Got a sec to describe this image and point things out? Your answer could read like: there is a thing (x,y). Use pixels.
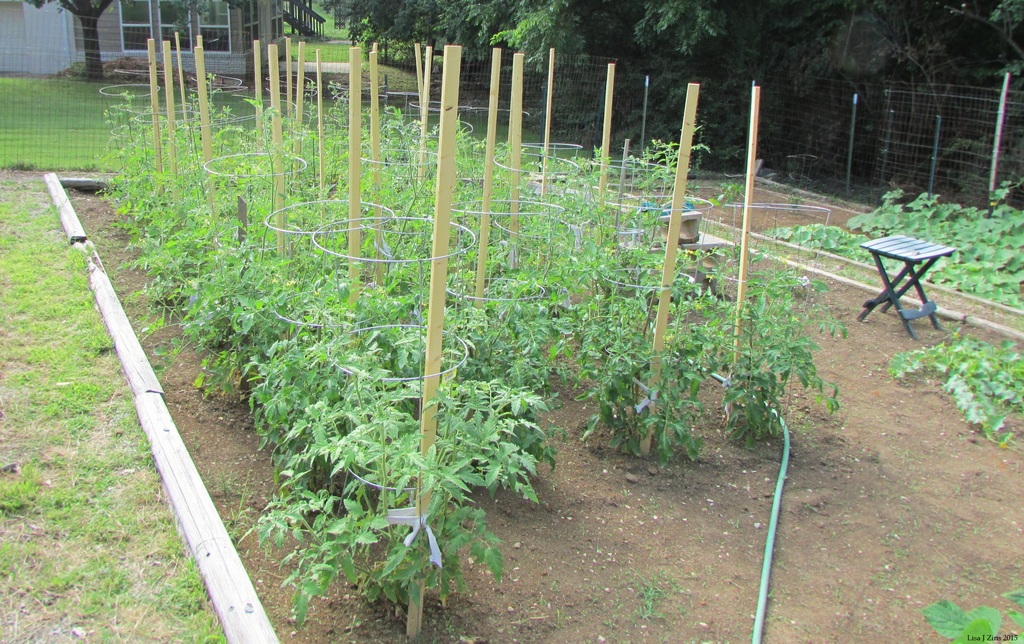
In this image there are plants (359,283) with iron wires (382,327) and wooden sticks (621,198), there is a pipe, stool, and in the background (666,27) there are trees (666,27), wire fence (841,126), house (116,5) and a watermark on the image.
